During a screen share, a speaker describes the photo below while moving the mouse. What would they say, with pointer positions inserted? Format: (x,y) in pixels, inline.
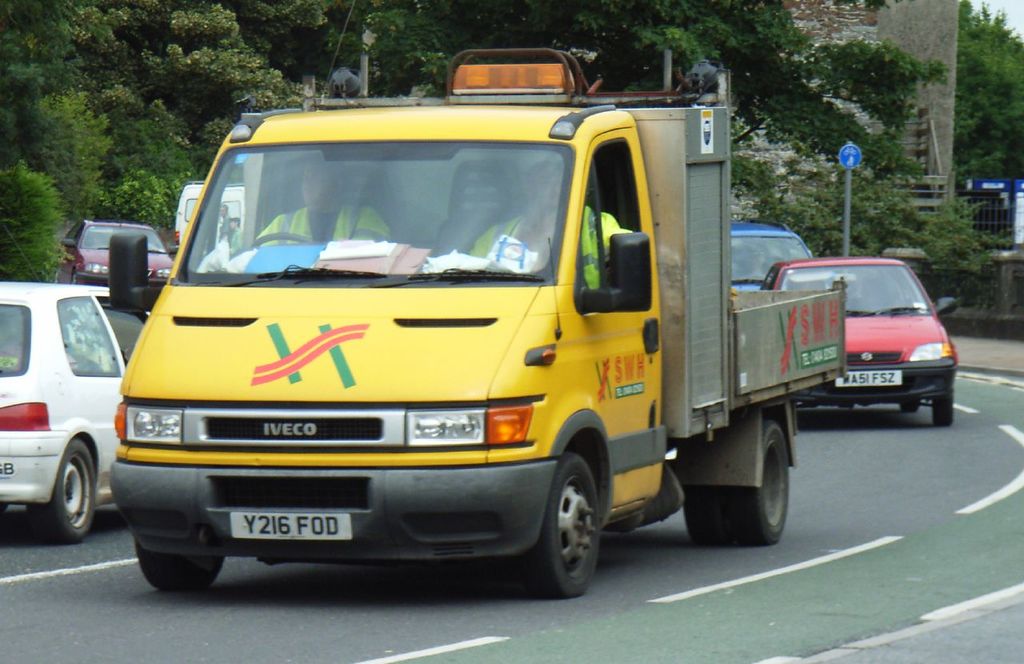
In this image I can see few vehicles (606,419) on road (742,621). Back I can see few trees (874,66), signboard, fencing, pole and the wall (937,53).
